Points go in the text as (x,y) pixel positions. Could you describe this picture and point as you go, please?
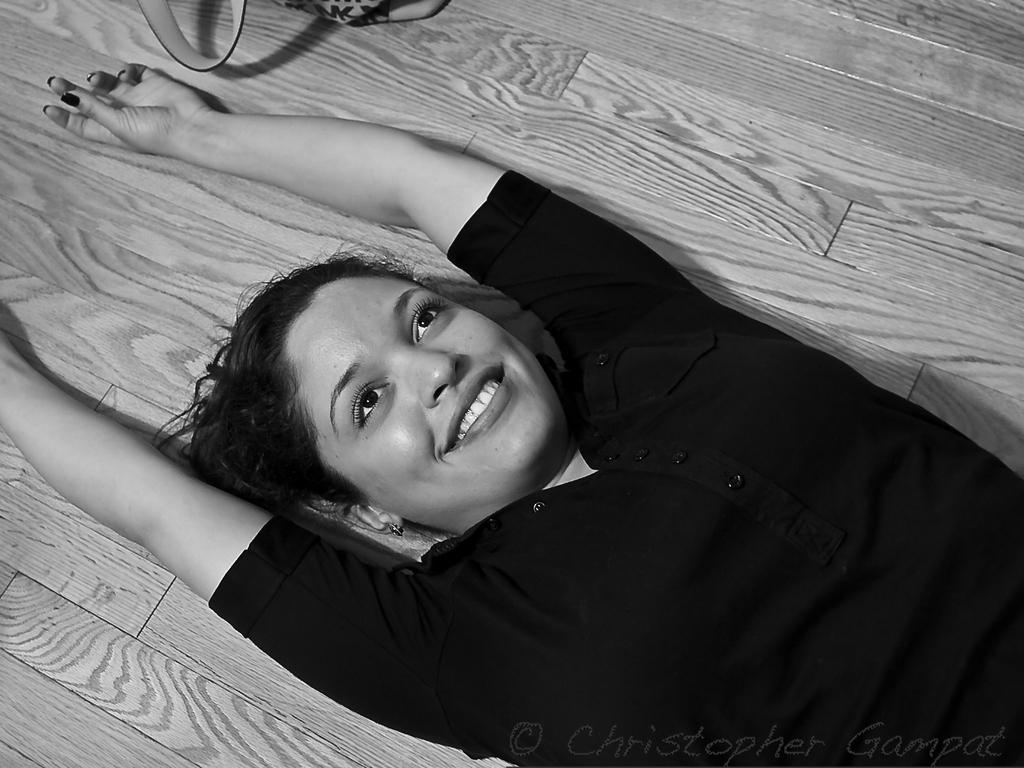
In this image we can see a lady (911,502) lying down on the floor (117,695) and she wore a black color dress (612,646).
